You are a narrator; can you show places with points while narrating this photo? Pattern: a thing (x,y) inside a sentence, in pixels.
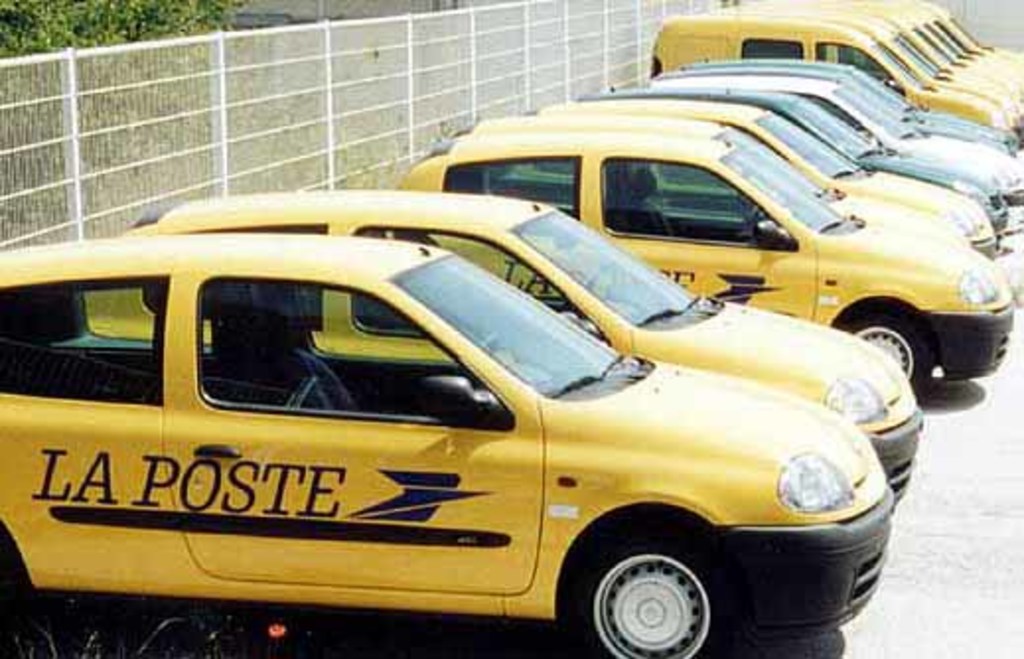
In this image we can see cars (720,305) placed in a row. At the bottom (957,596) there is a road (891,638). In the background (142,121) we can see a fence (141,95) and trees (169,15).
